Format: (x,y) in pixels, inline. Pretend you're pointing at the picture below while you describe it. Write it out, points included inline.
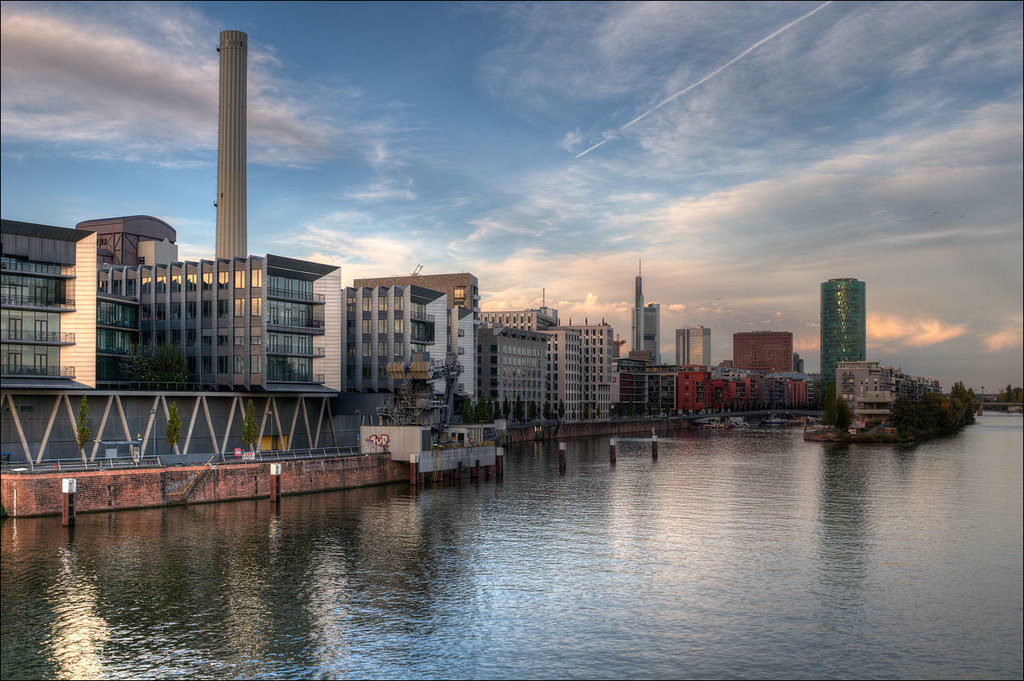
In this image I can see the water (557,608). In the background (883,416) I can see few trees (964,412) in green color, few buildings (840,353) and the sky (548,183) is in blue and white color.
